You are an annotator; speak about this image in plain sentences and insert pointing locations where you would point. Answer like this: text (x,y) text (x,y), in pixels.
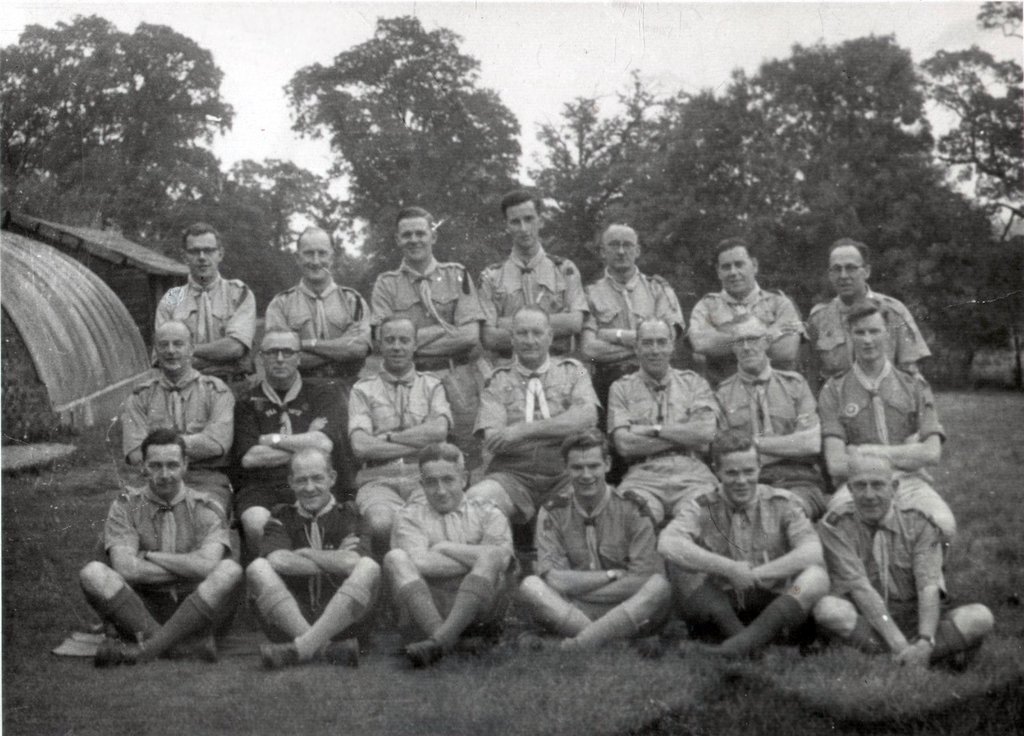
This is a black and white picture. Here we can see group of people (563,469) posing to a camera. This is ground (103,678). In the background (42,64) we can see trees (408,142) and sky (262,138).
